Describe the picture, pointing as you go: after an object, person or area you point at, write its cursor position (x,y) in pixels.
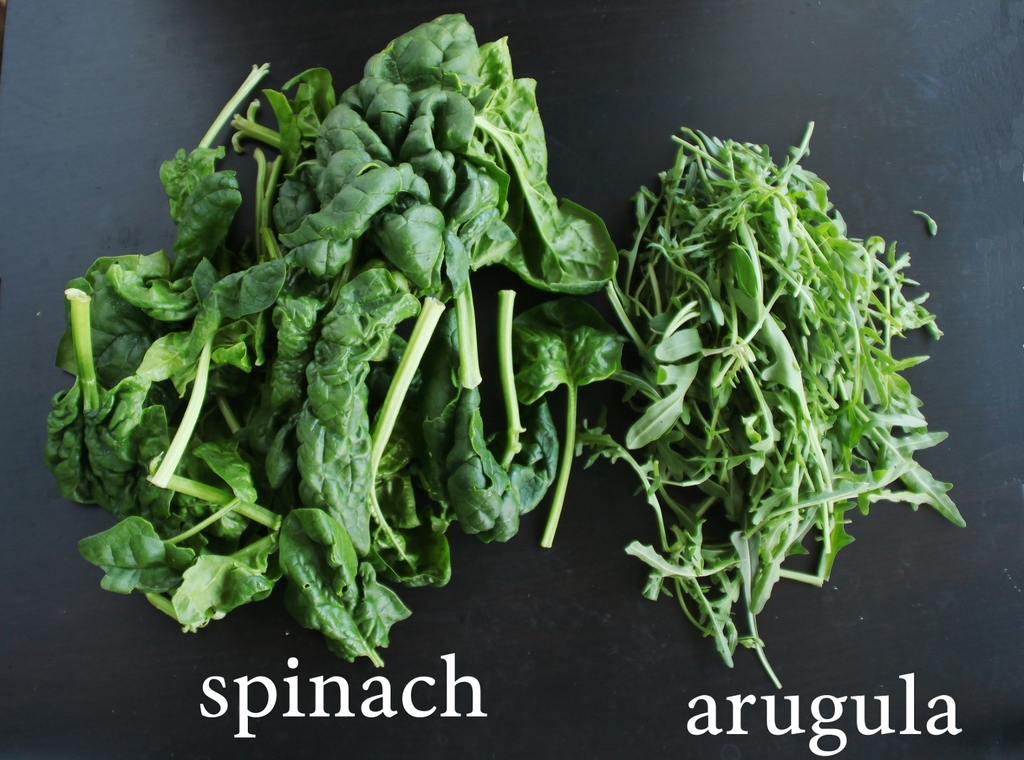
In this image, we can see leafy vegetables (671,300) on the table (559,157) and there is some text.
